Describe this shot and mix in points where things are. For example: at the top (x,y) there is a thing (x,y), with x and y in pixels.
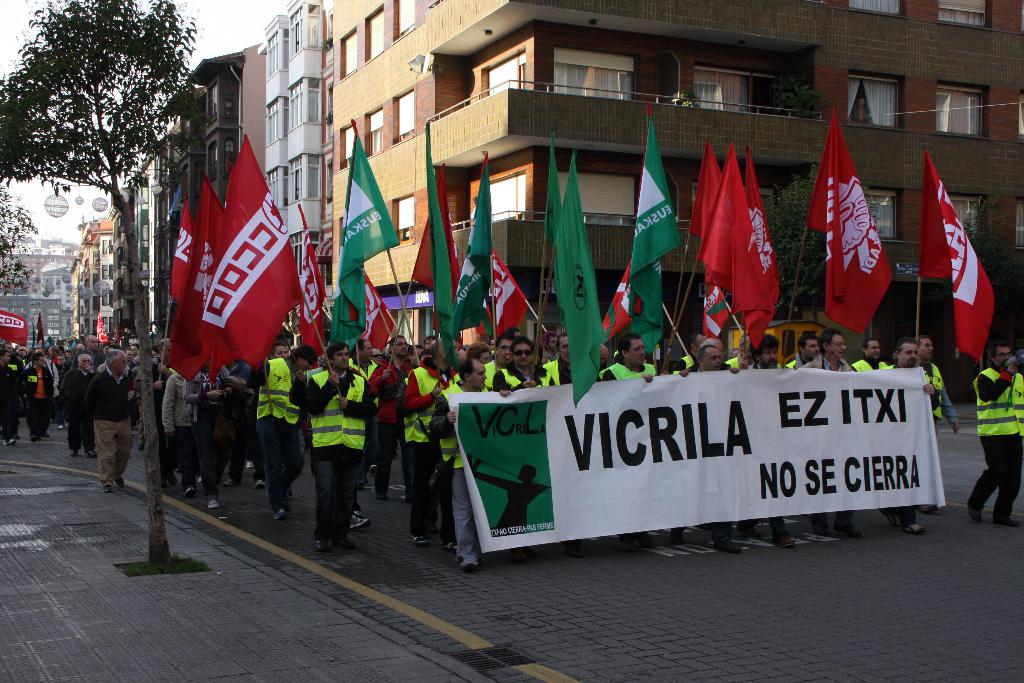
In this image there are a group of people (645,364) who are holding some flags (453,345) and walking, and they are holding some boards (772,419). In the background (43,256) there are some buildings (864,143) trees (64,188), at the bottom (389,559) there is a road (741,608) and walkway (206,641).
